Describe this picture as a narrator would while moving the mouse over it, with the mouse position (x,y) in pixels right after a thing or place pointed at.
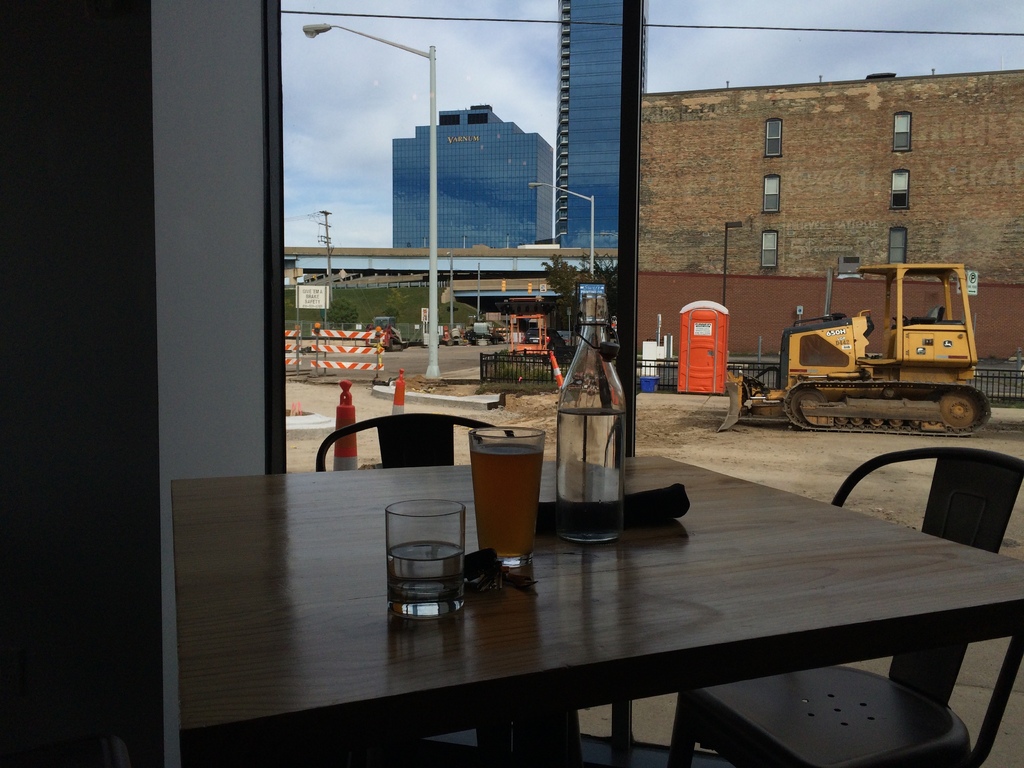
We can see table (266,555) and chairs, on the table (402,629) there are glasses (517,487), bottle (599,477). We can see glass window (689,151), from this glass window (806,140) we can see vehicle (473,341), fence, road (449,351), pole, light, building (681,208), sky (556,41), trees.
